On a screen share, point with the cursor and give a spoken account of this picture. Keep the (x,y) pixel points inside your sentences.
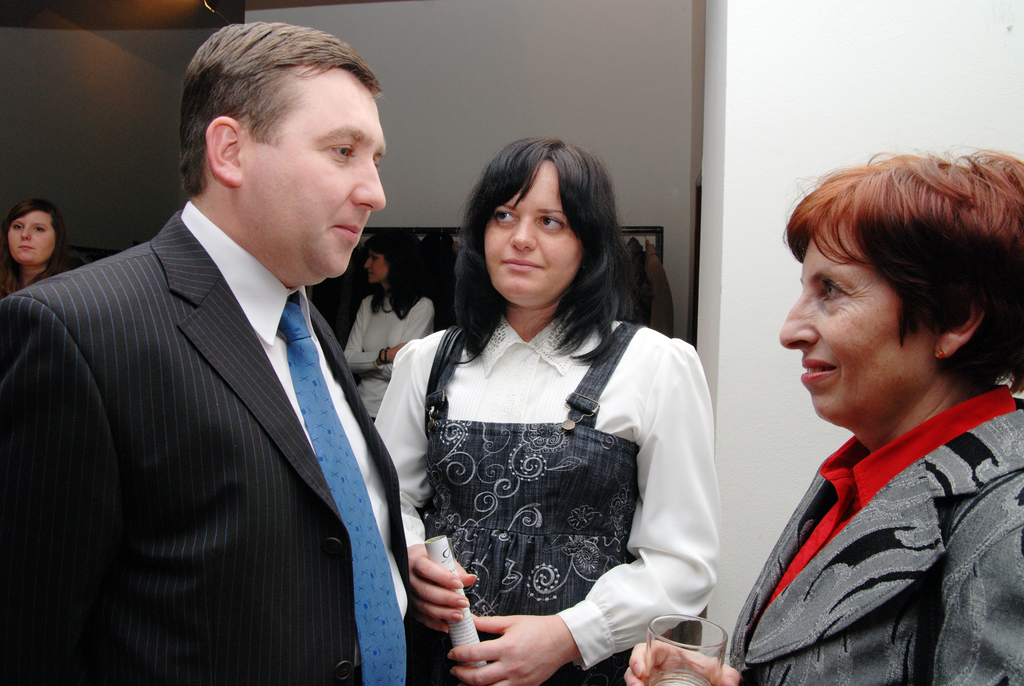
Here we can see three persons (675,535). She is holding a paper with her hands (562,640) and she is holding a glass (712,650). In the background (497,58) we can see few persons (399,274) and wall (756,185).
